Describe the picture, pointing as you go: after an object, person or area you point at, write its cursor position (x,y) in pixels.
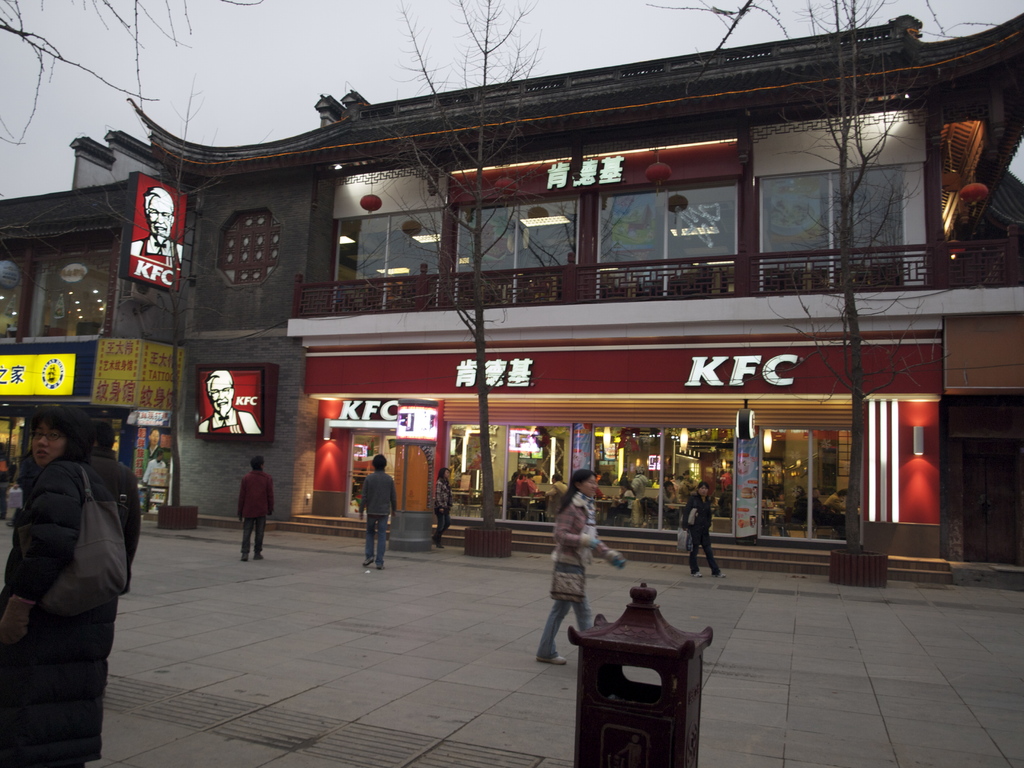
In this image we can see a few people (706,534) walking, there are few shops (903,483) and glass doors (762,515), some text (163,422) written on the board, we can see the metal fence (551,292), dried trees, at the top (419,13) we can see the sky (346,30), at the bottom (642,646) we can see an object (587,676).
